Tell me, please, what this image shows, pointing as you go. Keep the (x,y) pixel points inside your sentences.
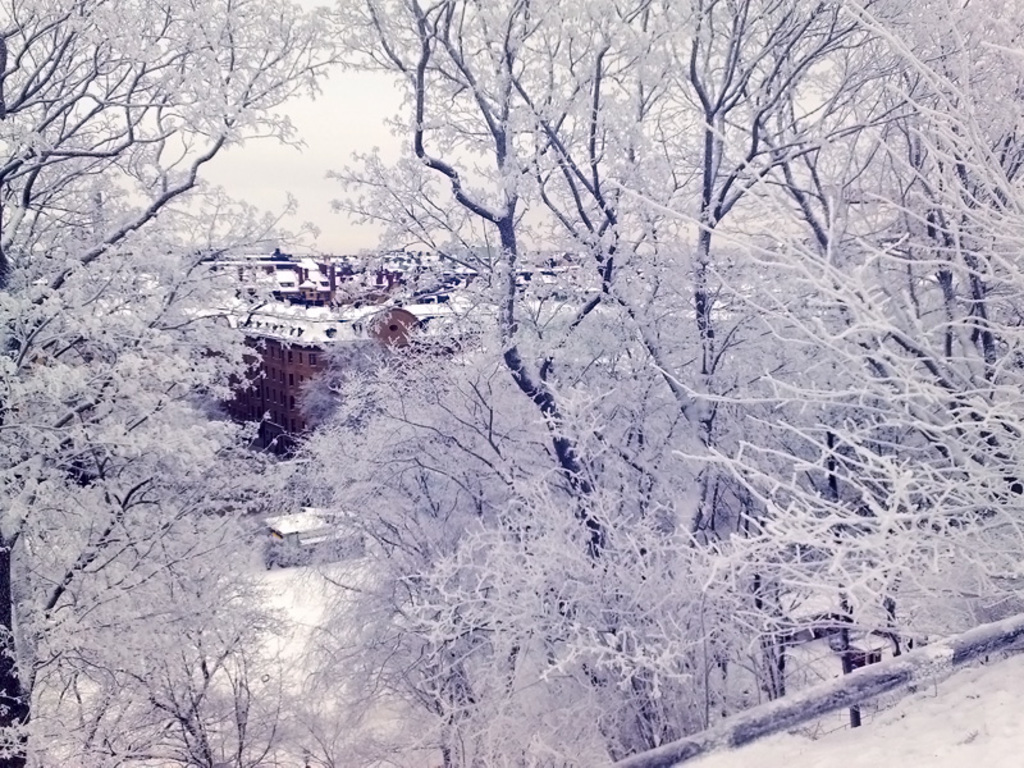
In the image we can see some trees (932,55), on the trees (436,60) there is snow (998,562). Behind the trees (217,198) there are some buildings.
